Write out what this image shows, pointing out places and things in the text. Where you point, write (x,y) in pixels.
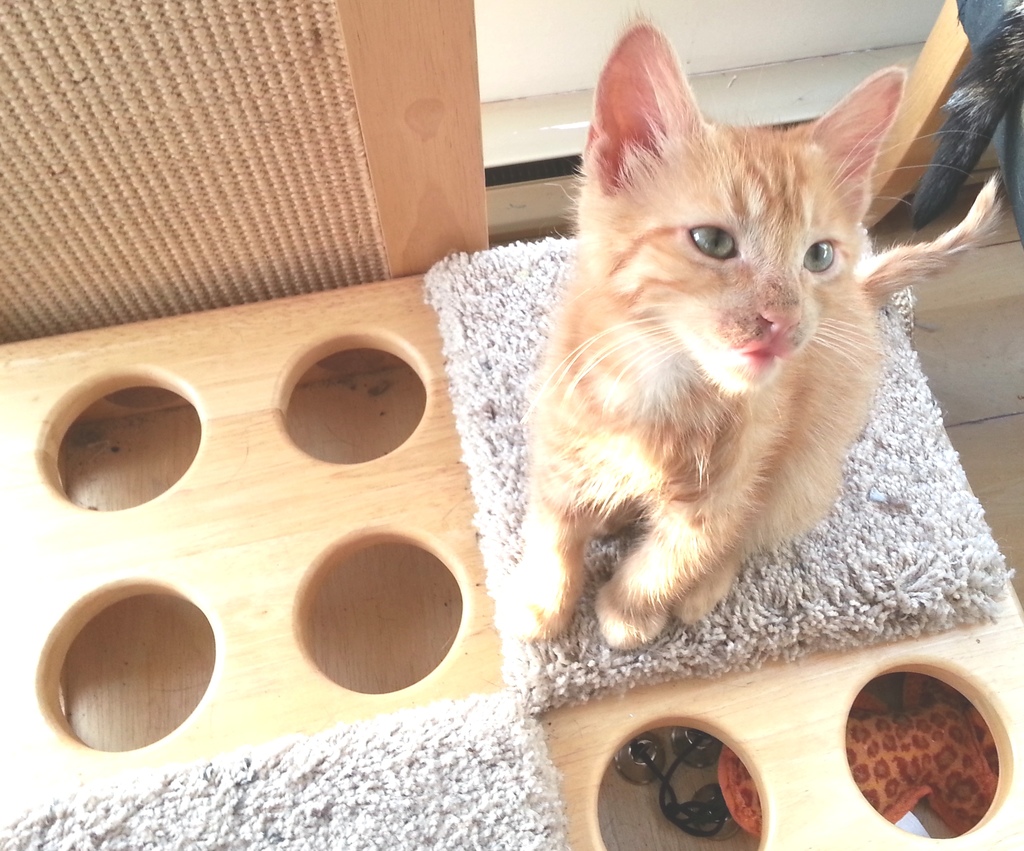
In this image I can see the cat (757,228) on the white color mat (893,618) and the mat (957,548) is on the brown color object (964,645). I can see few objects (68,211) around.
